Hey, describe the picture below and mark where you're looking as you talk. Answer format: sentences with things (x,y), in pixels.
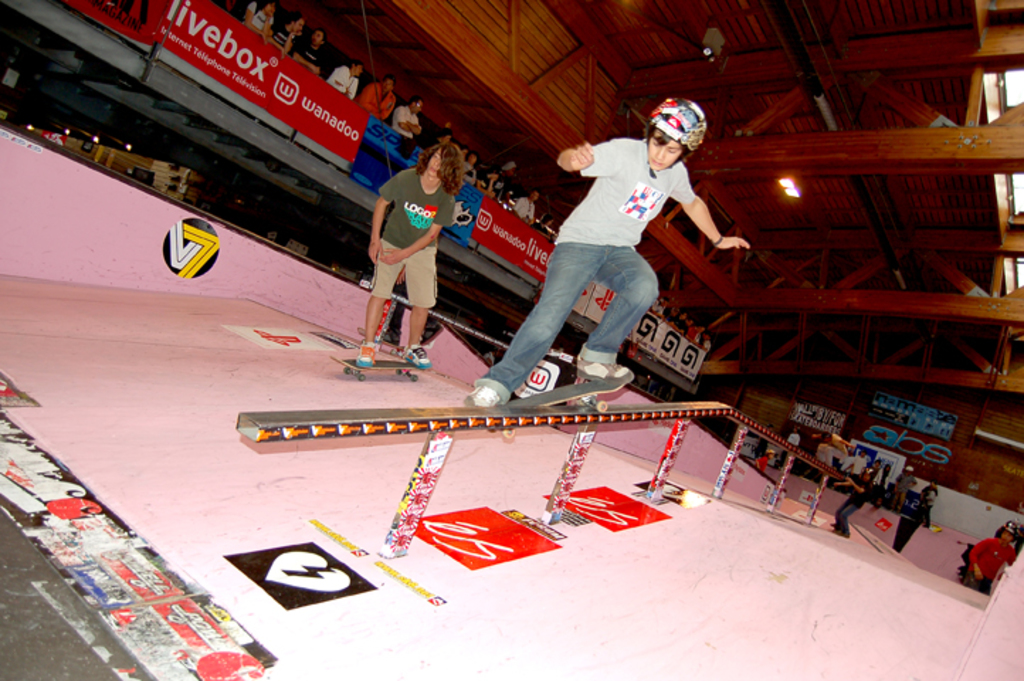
In this picture we can see the boy (601,372) doing skating board (552,394) on the iron guard (465,428). Behind there is a another boy (393,259), skating on the platform (294,361). In the background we can see some person (500,172) standing in the balcony (510,275) and watching them. On the top (608,109) there is a wooden roofing (792,76).
